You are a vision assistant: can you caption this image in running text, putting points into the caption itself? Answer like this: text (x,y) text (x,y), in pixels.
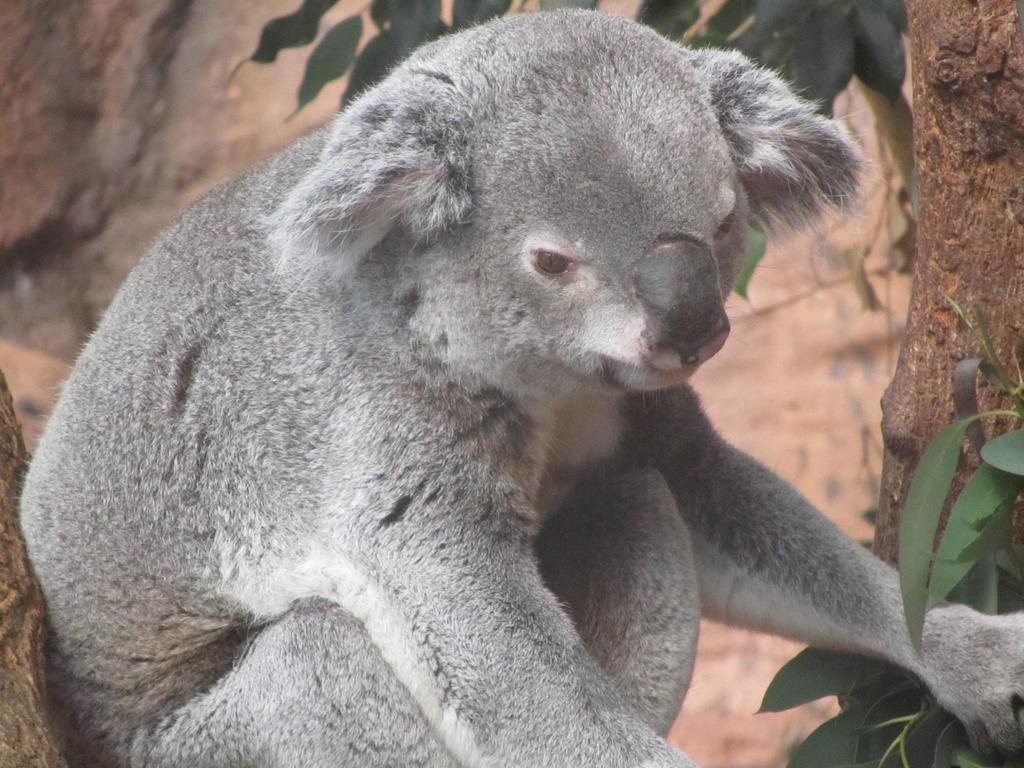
In this picture we can see the grey color koala (390,441) sitting on the tree branch (1002,217). Beside there are some green leaves (890,709). Behind there is a blur background (828,410).
